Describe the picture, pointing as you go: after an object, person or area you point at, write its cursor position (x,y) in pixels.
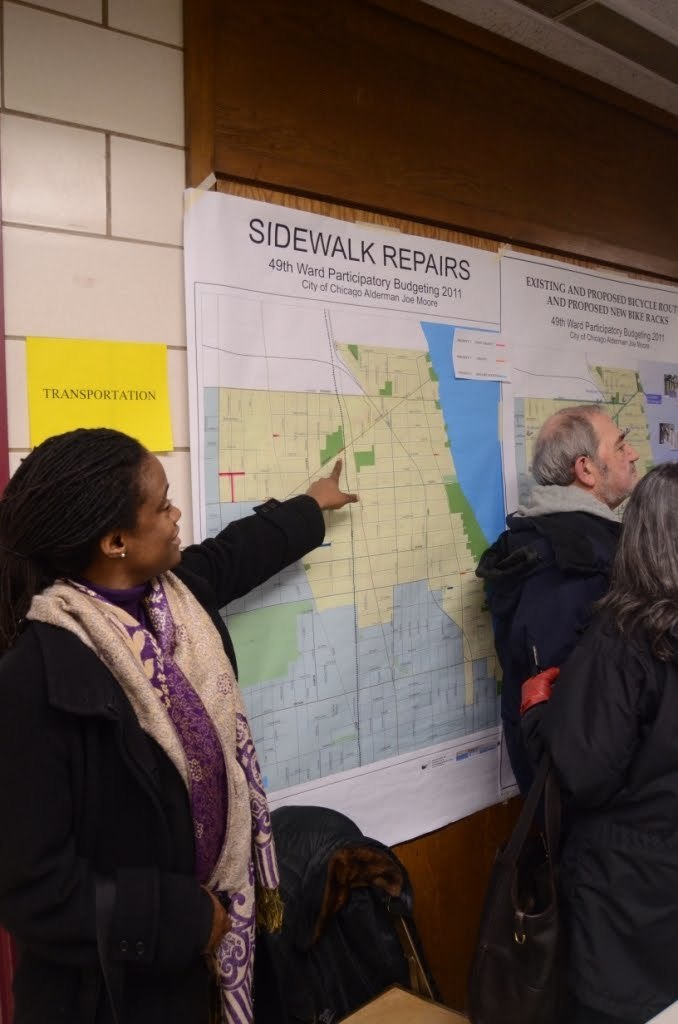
In this image I can see the group of people (28,847) standing. In front (55,863) the person (98,596) is wearing black and cream color dress (187,645). In the background (276,360) I can see few banners (485,308) attached to the wall (167,253) and the wall (231,180) is in brown and cream color.
